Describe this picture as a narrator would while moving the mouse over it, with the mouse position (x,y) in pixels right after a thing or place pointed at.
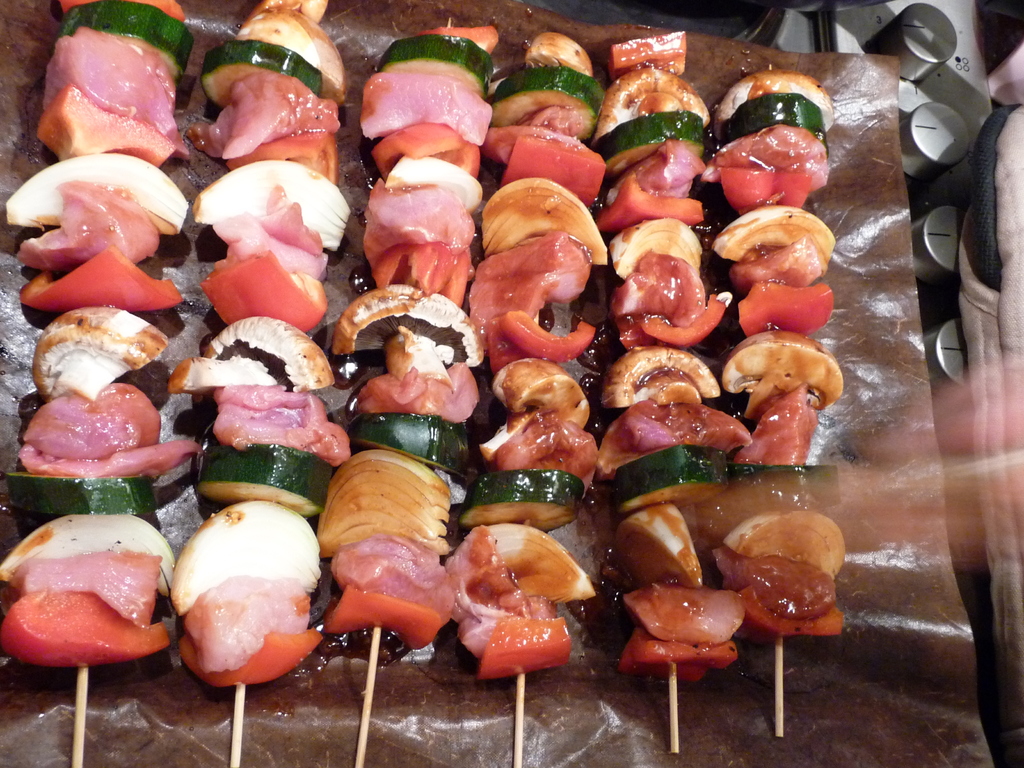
In this image I can see there are vegetable pieces (281,546) attached to the small sticks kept on tray (885,395), on the right side (907,68) there are stove knobs (908,49) visible.
